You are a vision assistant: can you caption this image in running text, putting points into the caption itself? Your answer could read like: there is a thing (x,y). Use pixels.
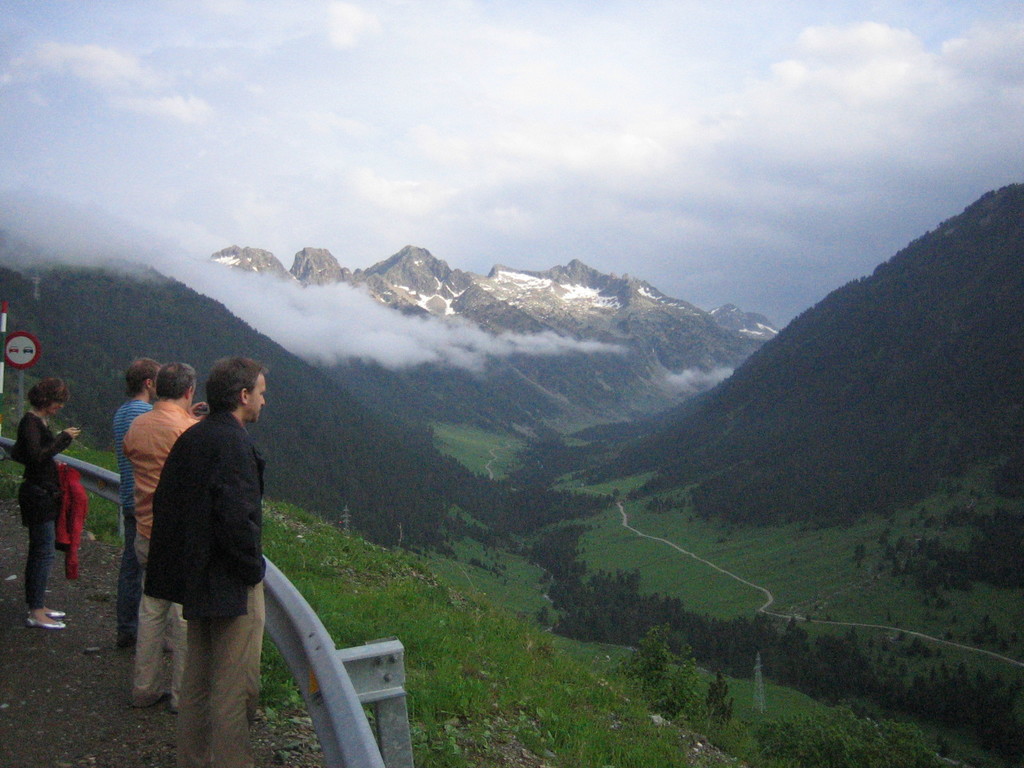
In this picture there are mountains (459,471) and trees (290,377) and there are towers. On the left side of the image (242,581) there are group of people (218,593) standing on the road (308,726) and there is a railing (385,653) on the road (290,714) and there is a board (25,343) on the pole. At the top (450,44) there is sky (512,59) and there are clouds (664,174).
